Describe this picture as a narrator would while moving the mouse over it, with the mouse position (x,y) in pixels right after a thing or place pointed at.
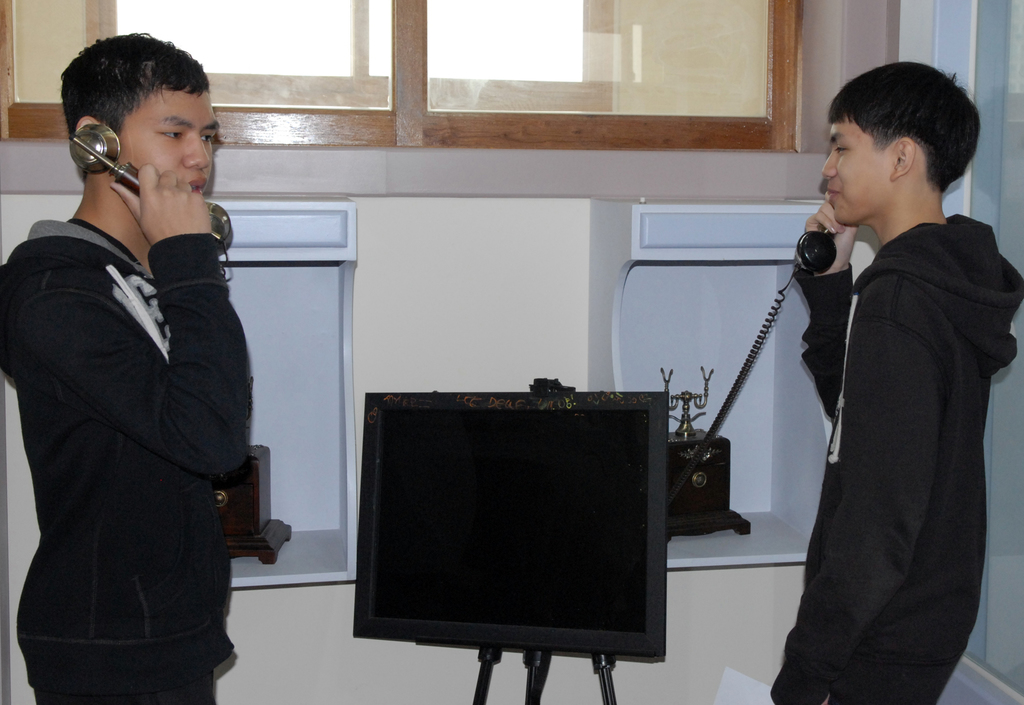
In this picture we can see there are two men (212,422) holding the handsets (89,159). In between the men (169,562) there is a board (516,575) with stand (490,659). Behind the men (871,416) there is a window (517,47) and there are telephones (727,439) on the objects (285,518).
